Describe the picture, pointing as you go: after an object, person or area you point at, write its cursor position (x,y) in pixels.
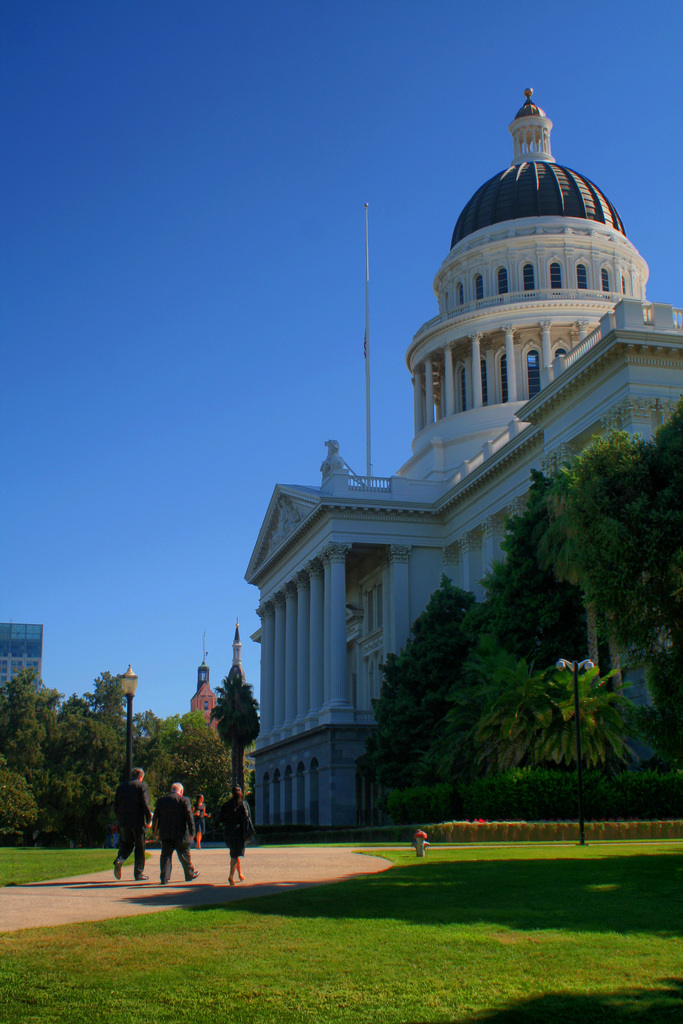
This is an outside view. On the ground (352,995), I can see the grass (459,986). On the right side (531,359) there is a building (603,331) and trees (465,736). On the left side (190,833) there are few people (181,831) walking on the road (220,884). In the background (105,733) there are some trees (95,745), a light pole (131,724) and a building (9,658). At the top of the image (236,203) I can see the sky (111,510).
